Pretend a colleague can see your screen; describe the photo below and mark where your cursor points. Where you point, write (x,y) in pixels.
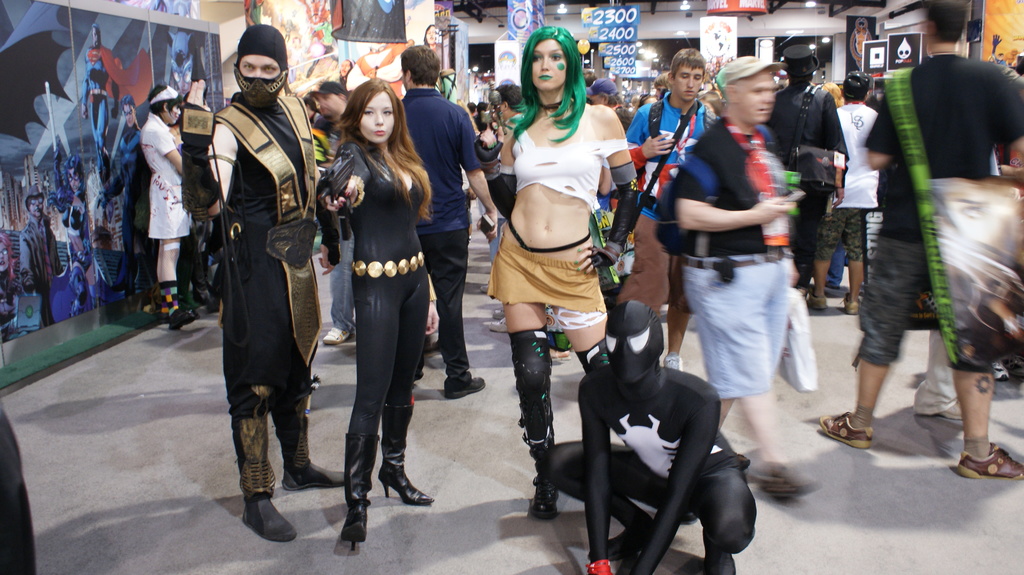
In this image, we can see many people (649,537) and in the background (383,48), there are posters (380,43), banners (601,35) and boards (913,44).
